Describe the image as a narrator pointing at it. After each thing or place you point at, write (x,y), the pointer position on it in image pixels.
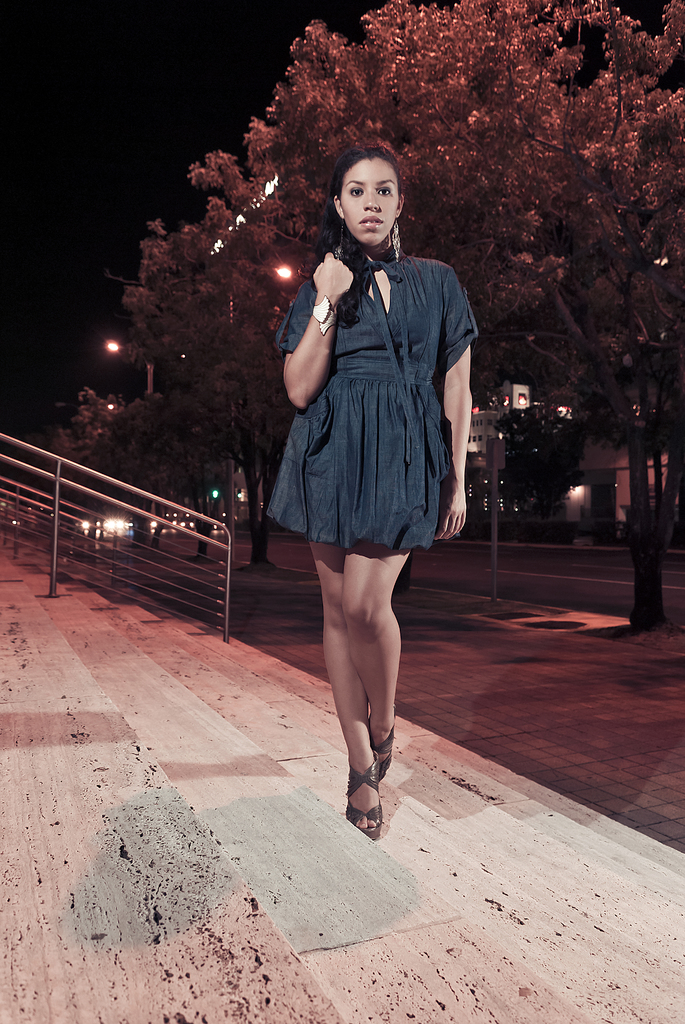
In this picture there is a girl (372,663) in the center of the image (431,402), on the stairs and there is a railing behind her and there are trees (629,344), poles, and buildings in the background area of the image (184,280), it seems to be the picture is captured during night time.
